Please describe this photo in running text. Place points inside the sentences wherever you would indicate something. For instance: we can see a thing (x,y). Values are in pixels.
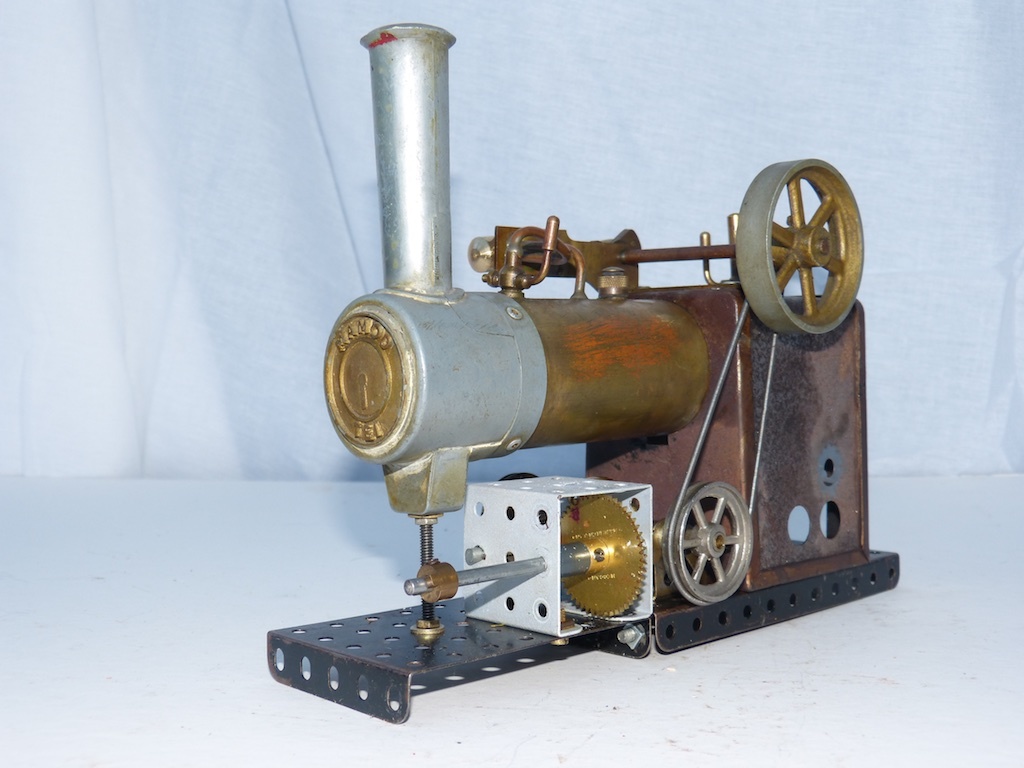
In this image there is a machine (429,434).
